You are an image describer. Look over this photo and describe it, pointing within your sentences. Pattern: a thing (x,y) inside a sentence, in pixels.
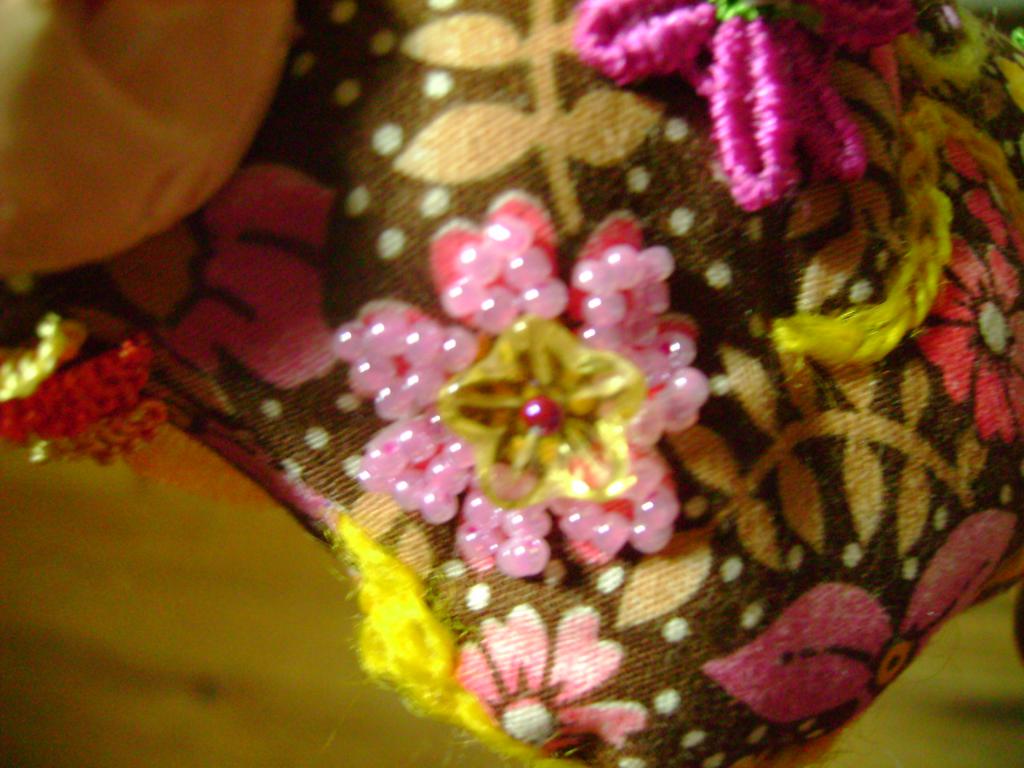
The picture consists of some ornaments (567,381), on a floral cloth (586,97). The picture is not clear.
